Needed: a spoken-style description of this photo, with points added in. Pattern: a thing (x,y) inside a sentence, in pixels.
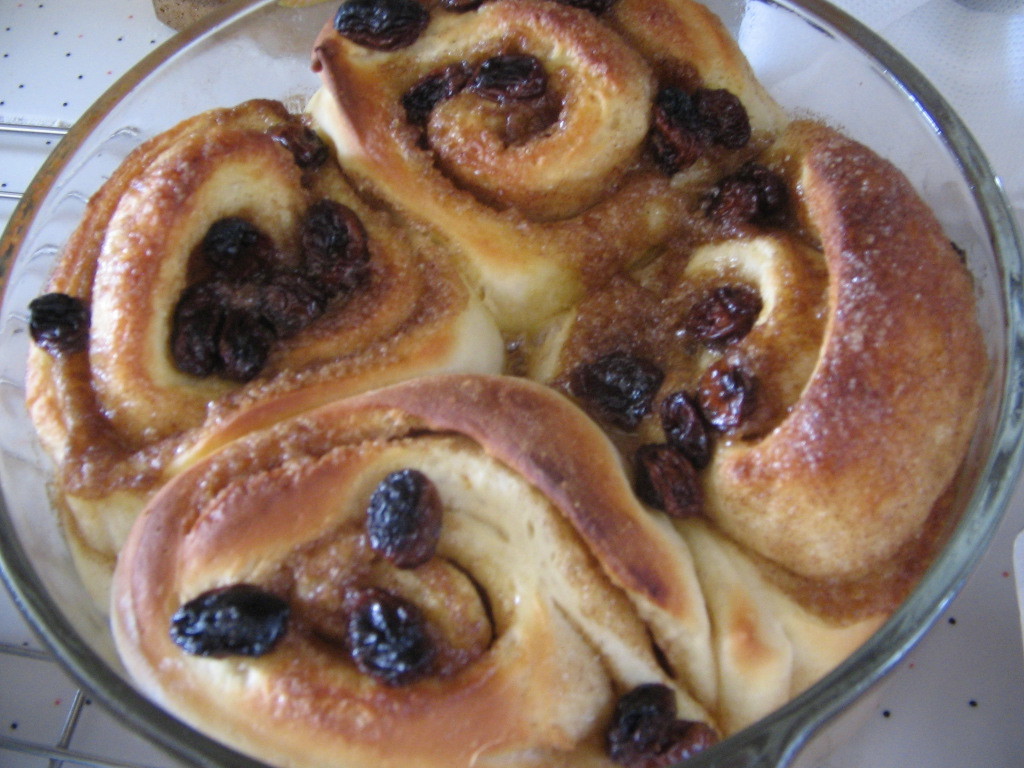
In this picture I can see a food item (552,287) in a bowl (779,737), on an object (85,698).
